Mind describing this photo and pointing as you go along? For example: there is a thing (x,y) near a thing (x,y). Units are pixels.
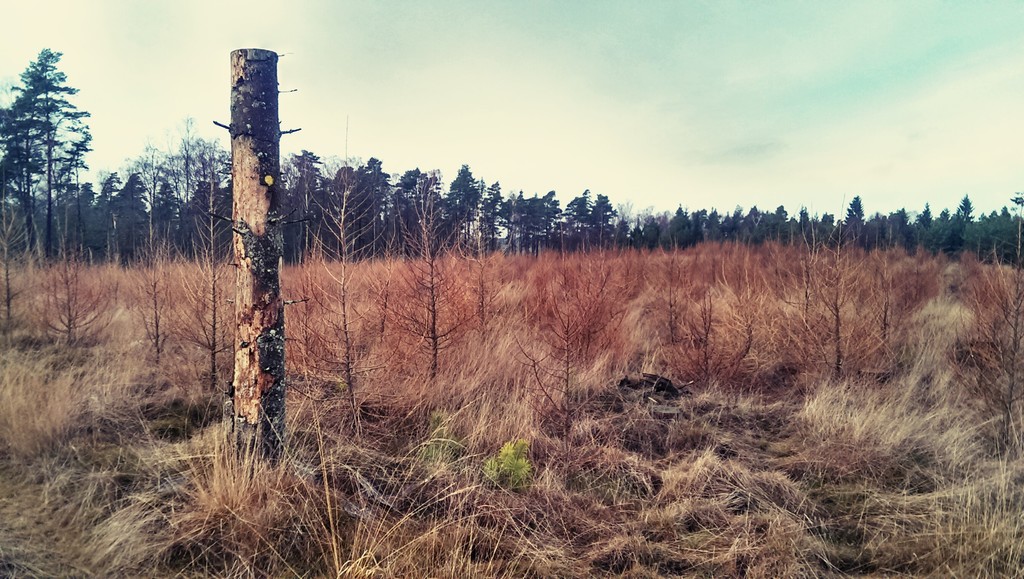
At the bottom (461,495) we can see grass (146,371), bare plants (564,262) and on the left side (265,219) there is a wooden pole (266,308). In the background (220,104) there are trees (474,178) and clouds (565,142) in the sky (565,142).
